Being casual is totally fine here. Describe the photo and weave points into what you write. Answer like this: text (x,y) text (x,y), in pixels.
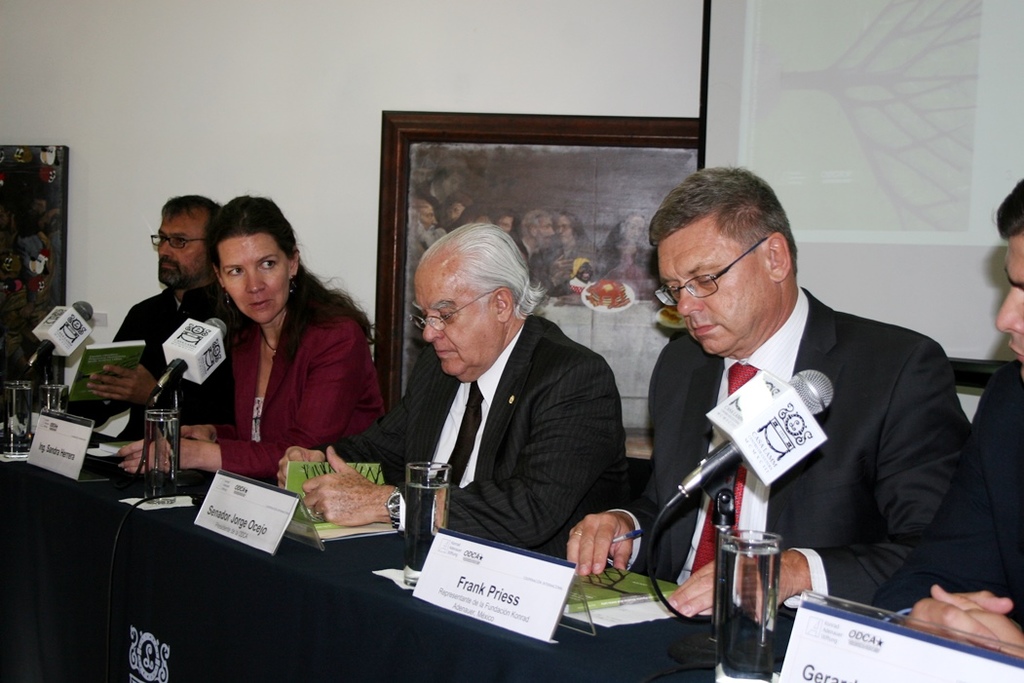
In this image there are some people (288,458) sitting in front of table (93,515) on which we can see there are some name boards (64,463) and microphones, behind them there is a wall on which we can see there are some photo frames (457,173).
